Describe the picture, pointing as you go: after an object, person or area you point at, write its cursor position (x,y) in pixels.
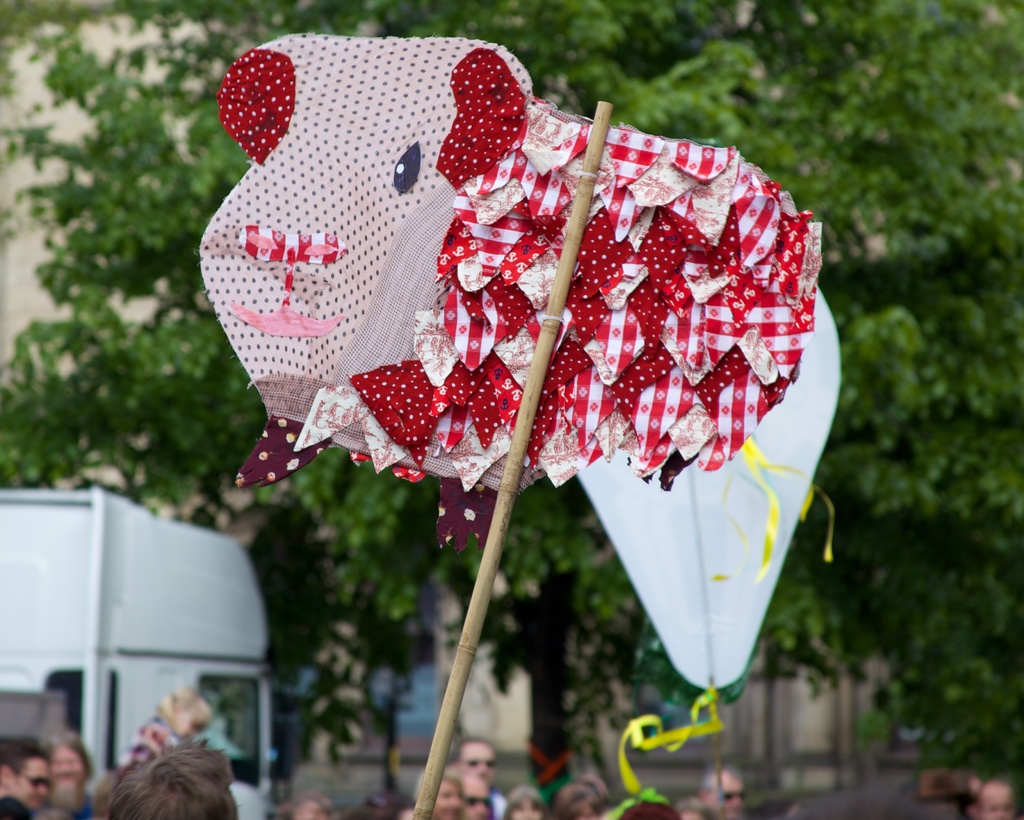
Here I can see a designed card (440,195) which is attached to a stick (470,631). At the bottom of the image (445,786) I can see many people (122,788). In the background (940,414) there are many trees (894,270) and a vehicle (97,612). At the back of this board (624,310) I can see a white color balloon (749,484) is flying in the air (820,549).
